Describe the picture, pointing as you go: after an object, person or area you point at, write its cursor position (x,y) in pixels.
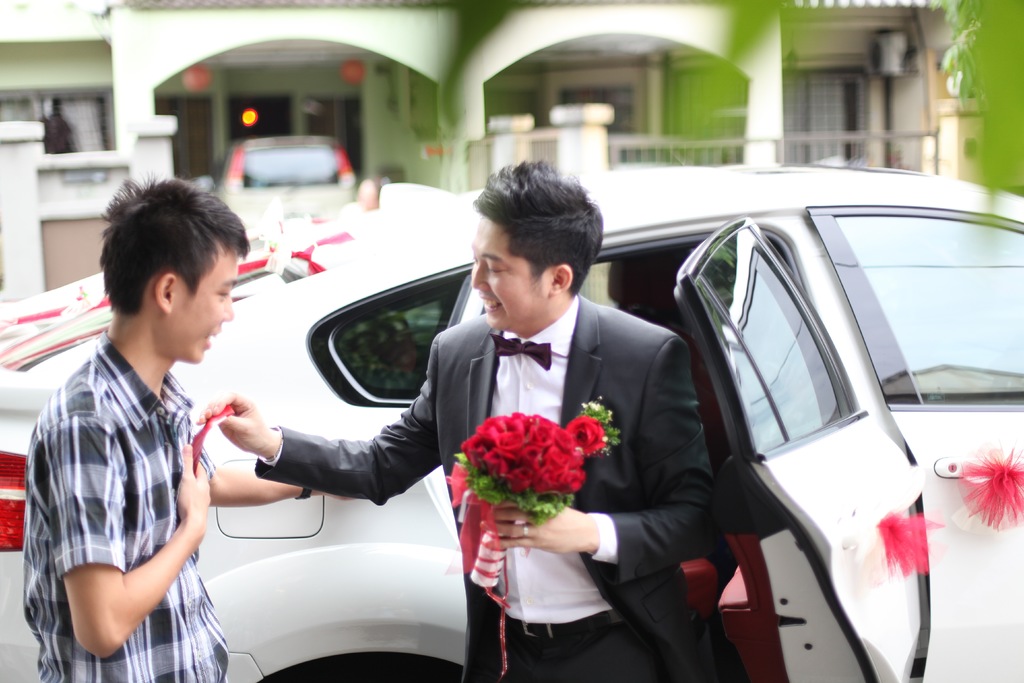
This picture is clicked outside. On the right (706,425) there is a man (476,245) wearing suit (589,361), holding a bouquet (548,458) and standing. On the left (179,240) there is a person (207,265) wearing a shirt (154,484) and standing and we can see a vehicle (334,218) parked on the ground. In the background (692,121) we can see a building (327,24) and we can see the guard rail (863,149), door (849,104) of a building (583,102) and some other items (294,164).
